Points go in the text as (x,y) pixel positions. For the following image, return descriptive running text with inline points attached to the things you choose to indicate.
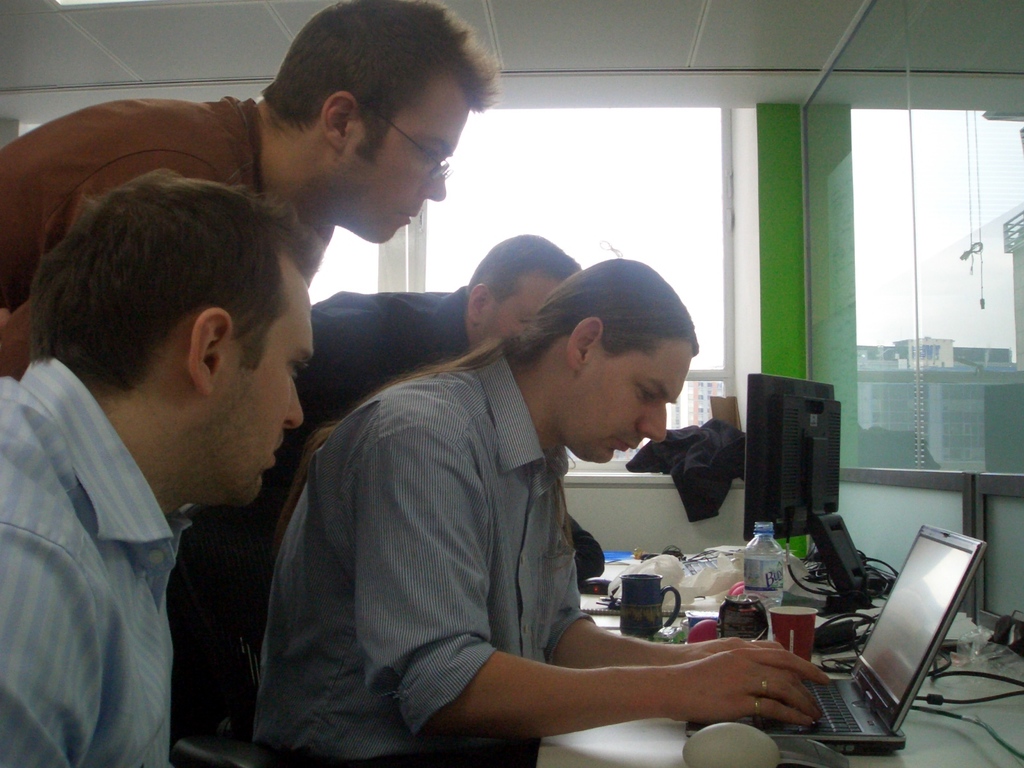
This picture is clicked inside the room (590,31). In this picture, we see four men (43,371). The man (286,519) in the grey shirt (399,547) is sitting on the chair (252,618) and he is operating the laptop (862,669). In front of him, we see a white table (648,743) on which laptop (882,638), mouse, cups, water bottle (754,555), monitor (754,464), plastic covers (723,590), cables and some other things (882,586) are placed. On the right side (840,349), we see a glass window (900,376). In the background (885,339), we see a glass window (471,268) from which we can see the buildings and the sky (683,239).
